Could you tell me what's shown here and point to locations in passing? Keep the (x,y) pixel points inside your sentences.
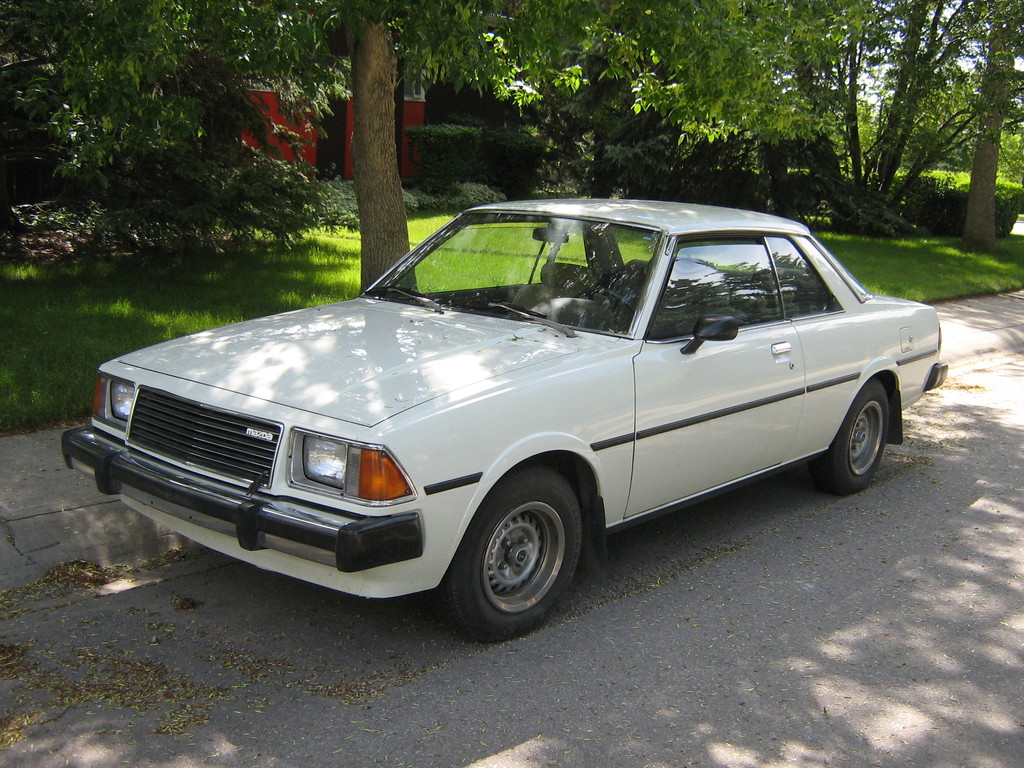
In this image I can see a car (620,515) on the road (683,638). In the background (318,247), I can see the grass (236,281) and the trees (818,117).
